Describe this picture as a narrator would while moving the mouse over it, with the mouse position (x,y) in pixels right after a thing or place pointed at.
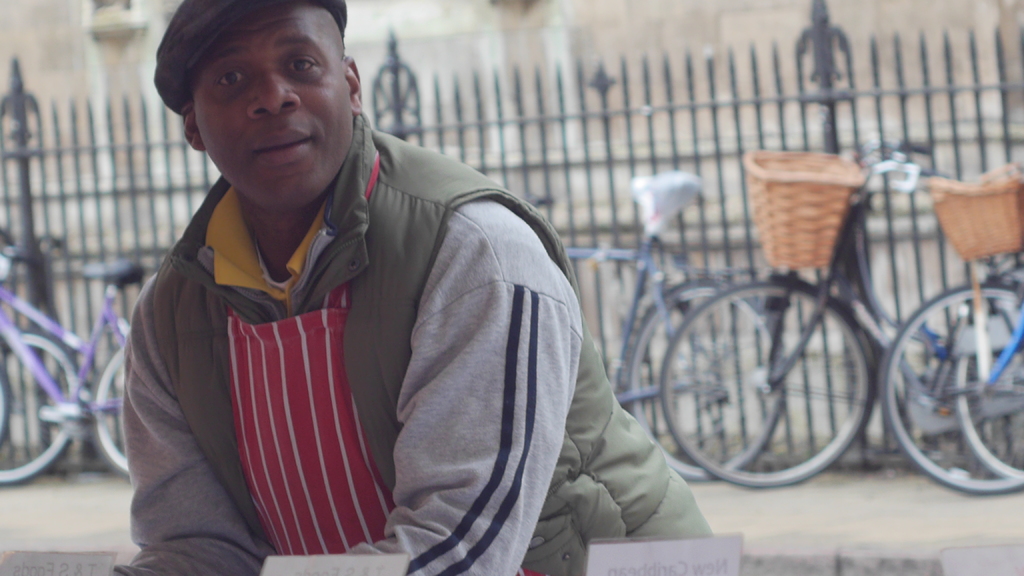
In this image there is a person (195,135) wearing a cap (178,63). Behind him there are few bicycles (745,385) on the pavement (857,508). Behind there is a fence (628,126). Background (463,42) there is a building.
